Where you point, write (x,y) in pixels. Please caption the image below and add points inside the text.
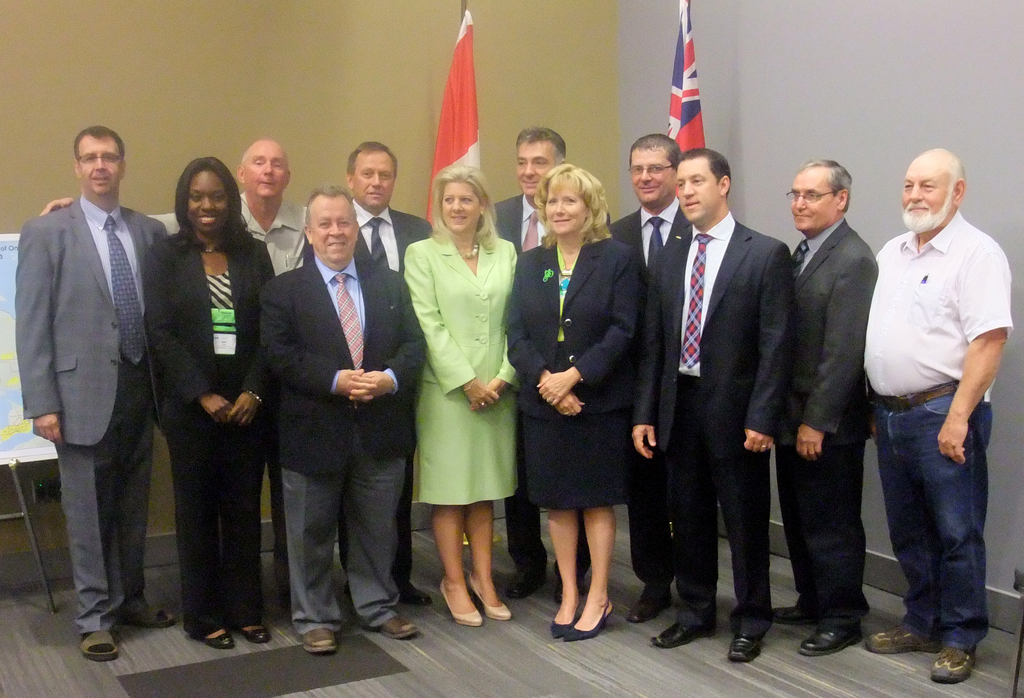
In this image there are people (333,265) standing on the floor (437,643). Behind them there are flags (689,100). To the left (13,433) there is a board (18,420). There is a carpet (455,661) on the floor (541,649). In the background (475,60) there is a wall (746,23).
